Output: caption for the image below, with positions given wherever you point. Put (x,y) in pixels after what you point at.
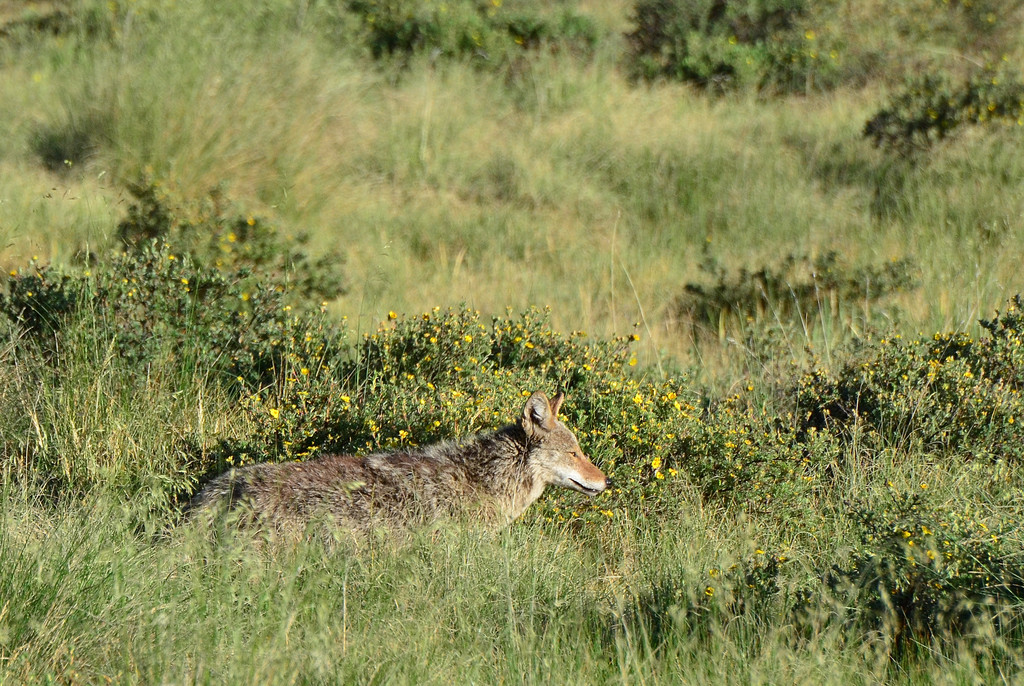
In this image we can see the grass (472,180), flower plants (585,368) and also an animal (461,465).
